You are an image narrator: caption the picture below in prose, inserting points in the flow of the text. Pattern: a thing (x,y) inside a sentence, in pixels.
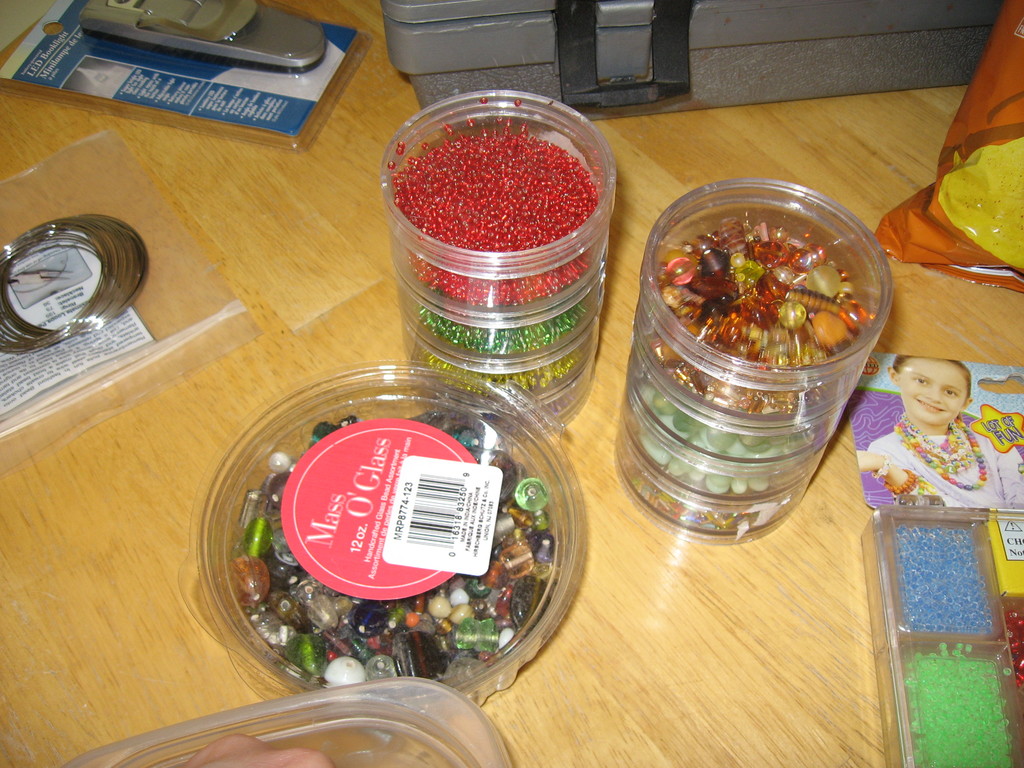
On this wooden surface (236,204) there are boxes (701,397), food packet (994,181), suitcase (553,55), bangles (108,291), container (468,716) and an object (294,58). In these boxes (982,683) there are beads (726,392).
